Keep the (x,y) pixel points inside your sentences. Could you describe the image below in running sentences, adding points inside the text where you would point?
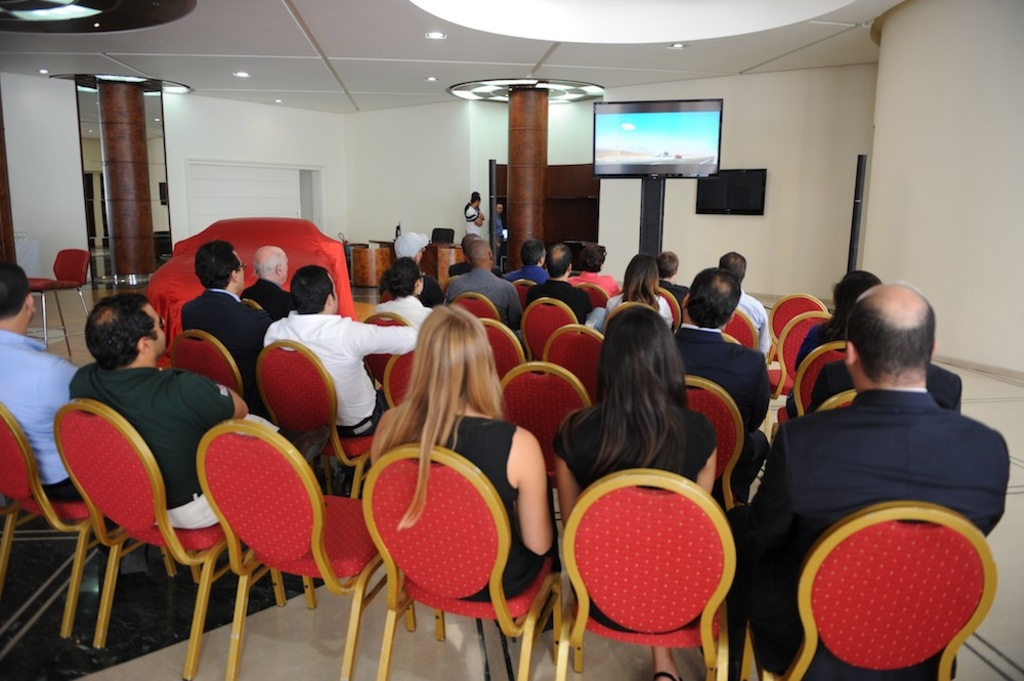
In this we can see a group of persons (660,367) are sitting on the chair (300,364) and in front here is the pillar (538,165) and here is the television (661,116) and here a person (477,224) is standing and here is the wall (376,143).
